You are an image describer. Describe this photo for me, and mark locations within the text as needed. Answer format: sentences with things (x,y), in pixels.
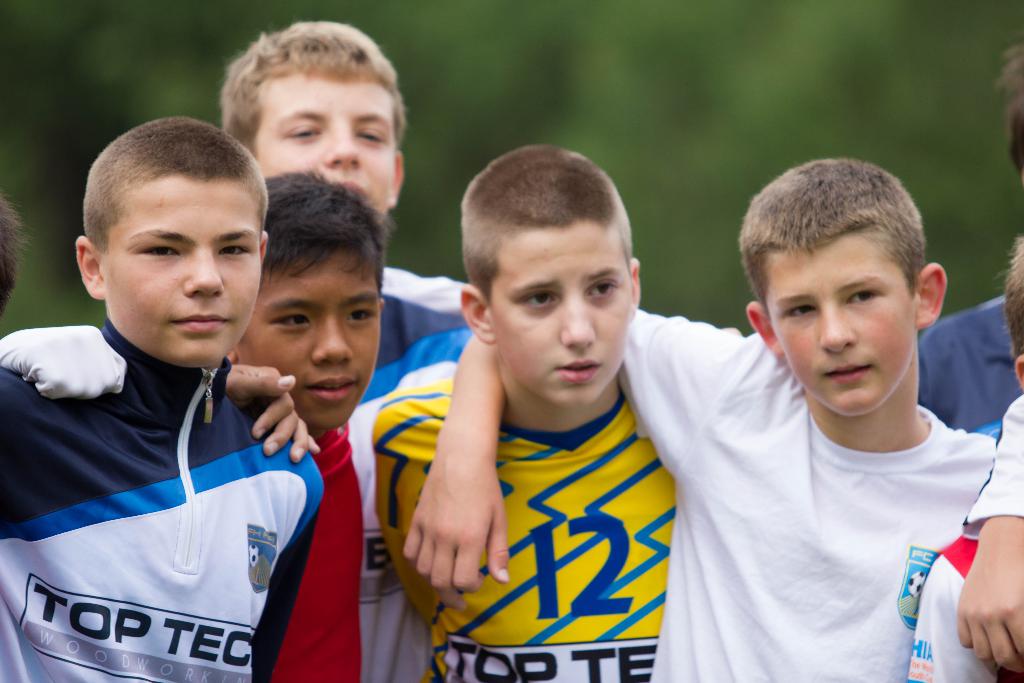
This picture is clicked outside. In the foreground (471,347) we can see the group of children (629,380) wearing t-shirts (636,482) and seems to be standing. The background of the image (645,101) is blurry and it is green in color.
